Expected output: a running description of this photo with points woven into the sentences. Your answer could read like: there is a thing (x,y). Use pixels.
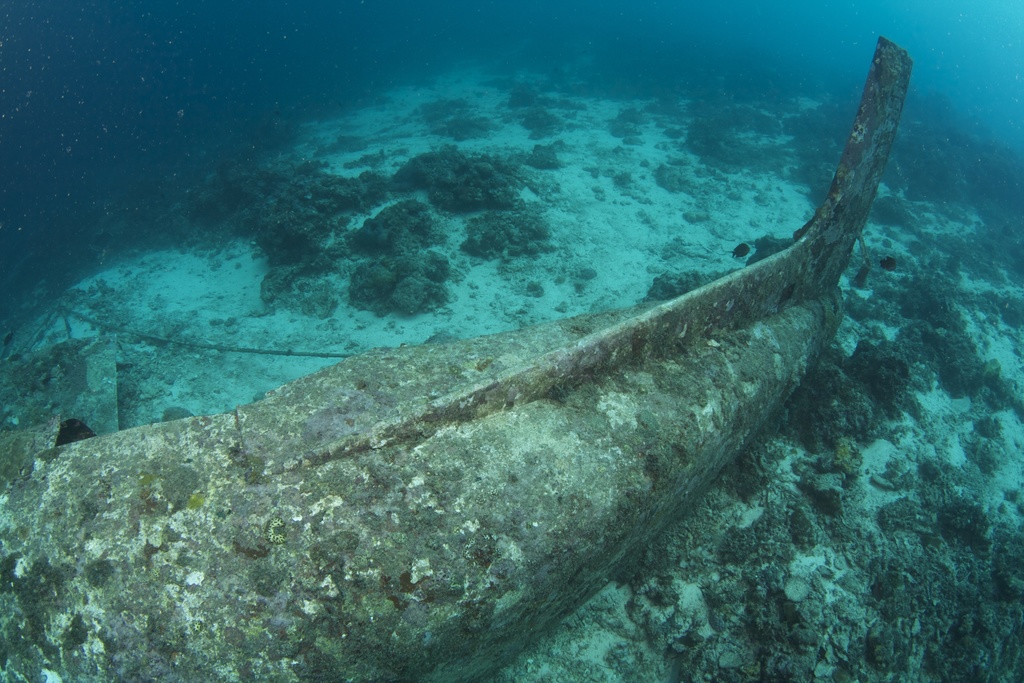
This is an underwater image. In this image there is a part of a boat (370,430). And on the ground (604,171) there are stones (294,276).
